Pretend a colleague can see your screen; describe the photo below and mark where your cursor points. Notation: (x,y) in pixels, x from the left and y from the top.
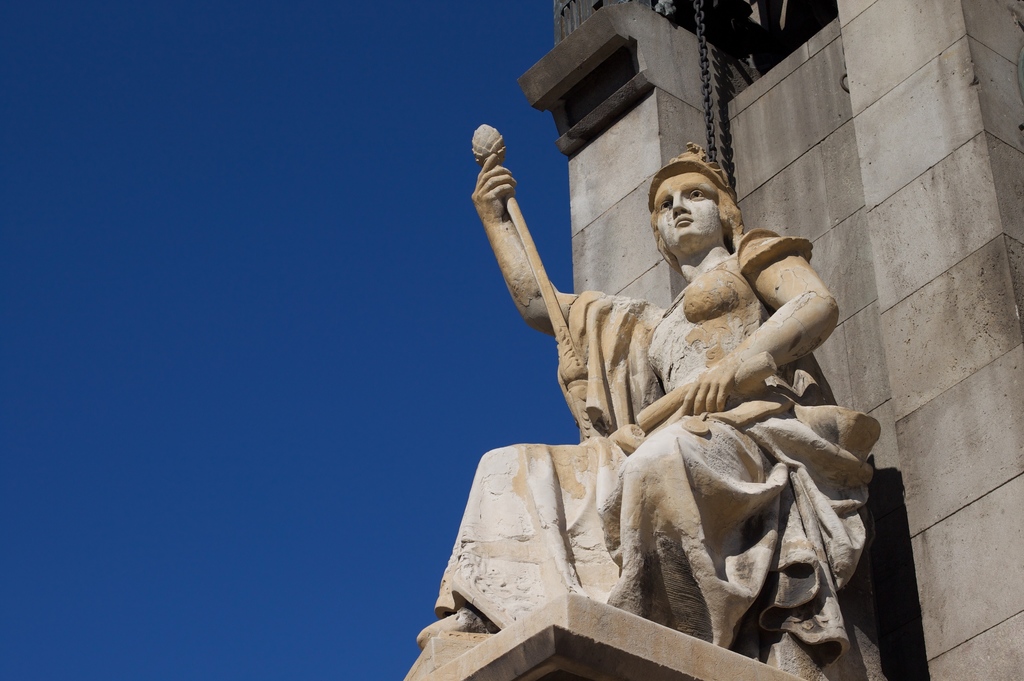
In this image I can see a statue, background (965,10) the building (817,107) is in brown and cream color and the sky (182,324) is in blue color.
